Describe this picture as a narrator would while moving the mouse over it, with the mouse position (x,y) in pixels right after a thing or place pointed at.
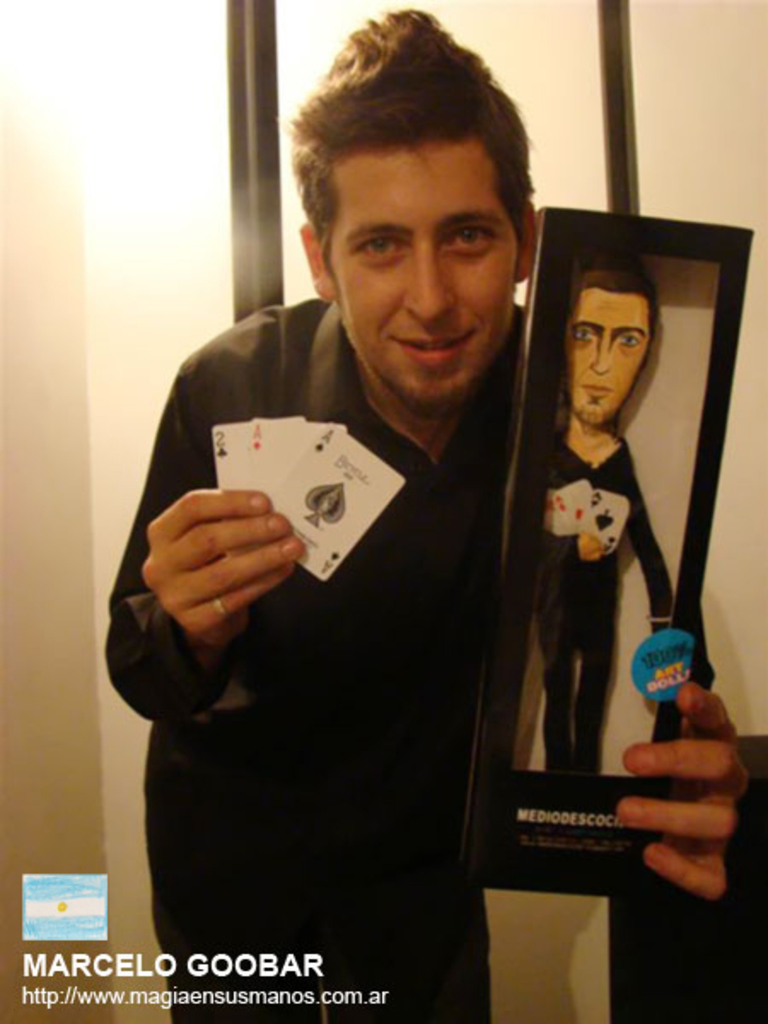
On the bottom left (29,957), there is a watermark (34,970). In the middle of this image (416,682), there is a person (418,679) in a black color dress (174,501), holding a card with a hand (196,522) and holding a box (650,472), which is containing a doll (609,460) with the other hand (689,739) and smiling. In the background (106,284), there is a wall (100,662).
